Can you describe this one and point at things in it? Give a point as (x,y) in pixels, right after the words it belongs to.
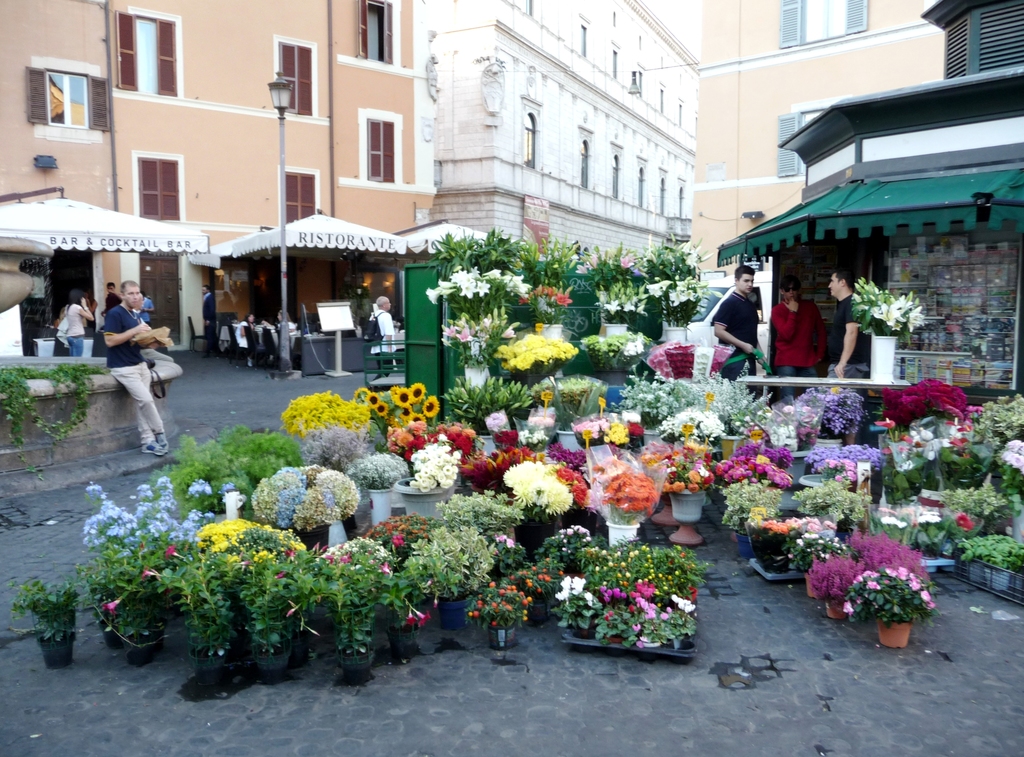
In this image I can see few buildings (306,293), windows (286,61), light pole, tents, few colorful flowers (819,453), flower pots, vehicle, few people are sitting on chairs (277,331) and few are standing.
